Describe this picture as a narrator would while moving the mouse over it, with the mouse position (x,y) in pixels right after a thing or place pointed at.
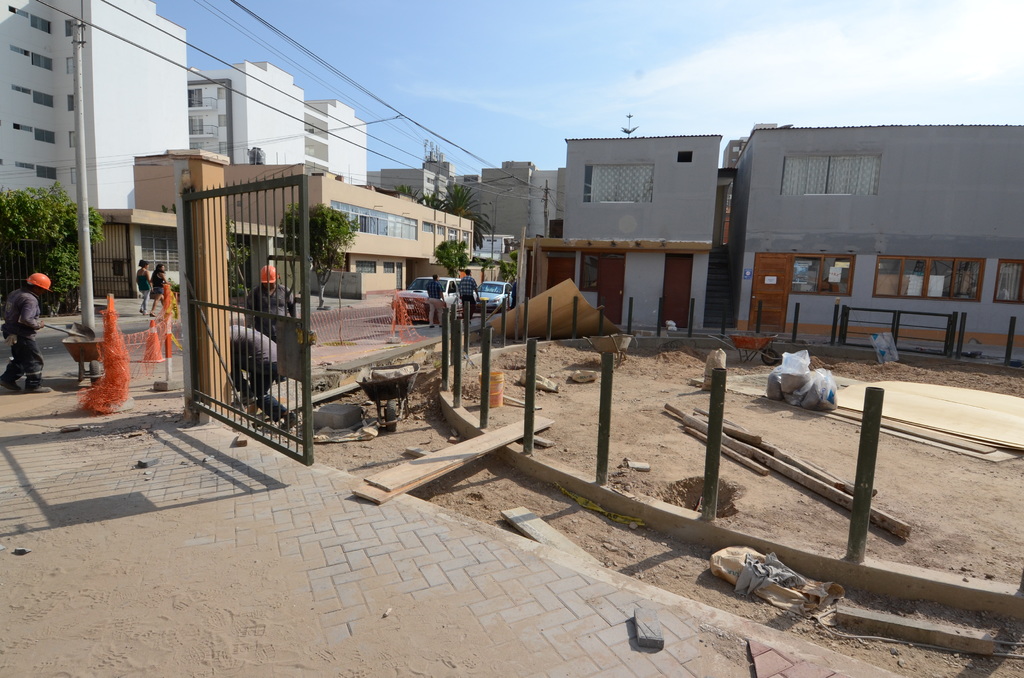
In this image, on the right (775,450), we can see some wood (433,461) and cardboard (925,422) and some posts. In the background (154,90), there are trees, buildings (341,181) and some people (35,296) and at the bottom (159,500), there are paving stones (172,438).
